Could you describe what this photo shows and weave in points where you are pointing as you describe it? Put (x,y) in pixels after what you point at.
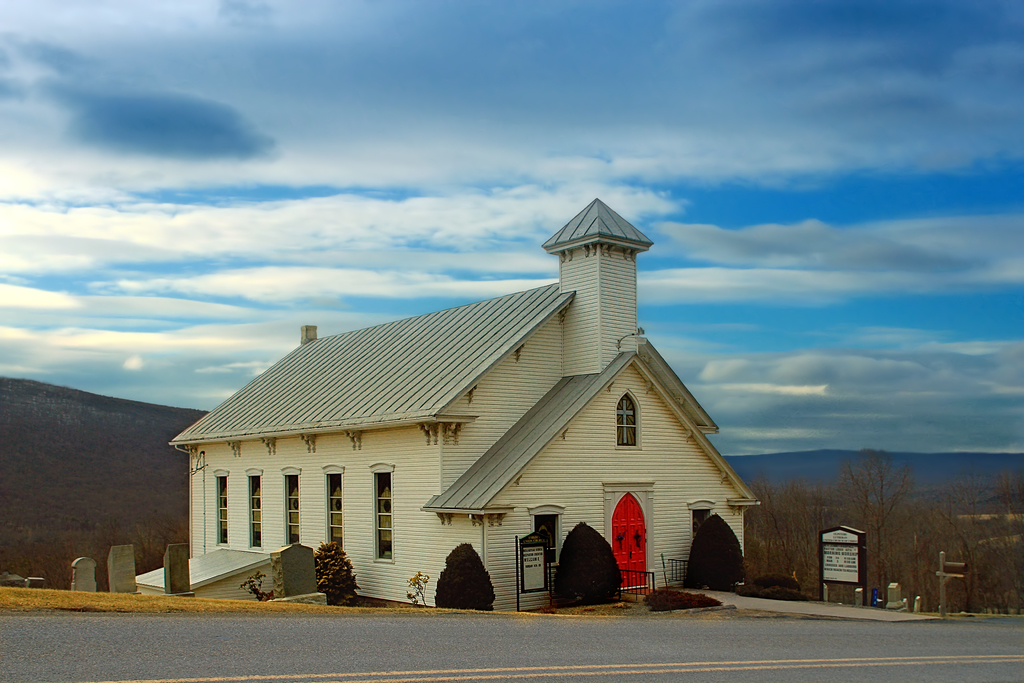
In the given image i can see a house (502,345) with windows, plants (985,552), board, mountains (983,476) and in the background (512,196) i can see the sky (267,249).
